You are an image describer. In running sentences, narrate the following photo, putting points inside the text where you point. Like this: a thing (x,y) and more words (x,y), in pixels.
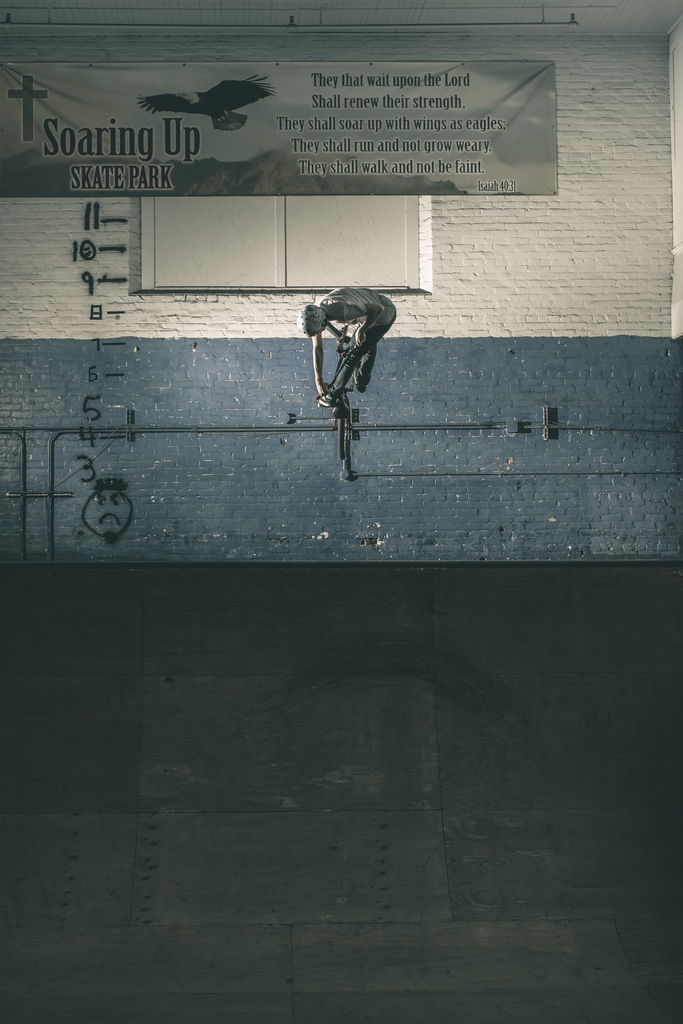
In this image there is a wall (585,378), there is an object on the wall (377,399), there are numbers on the wall (87,299), there is a board (114,84), there is text (417,108) on the board (436,119), there are mountains (226,177), there is the sky (370,91), there is a bird (245,86), there is a roof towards the top of the image (350,11), there is a floor (275,753) towards the bottom of the image (412,763).
